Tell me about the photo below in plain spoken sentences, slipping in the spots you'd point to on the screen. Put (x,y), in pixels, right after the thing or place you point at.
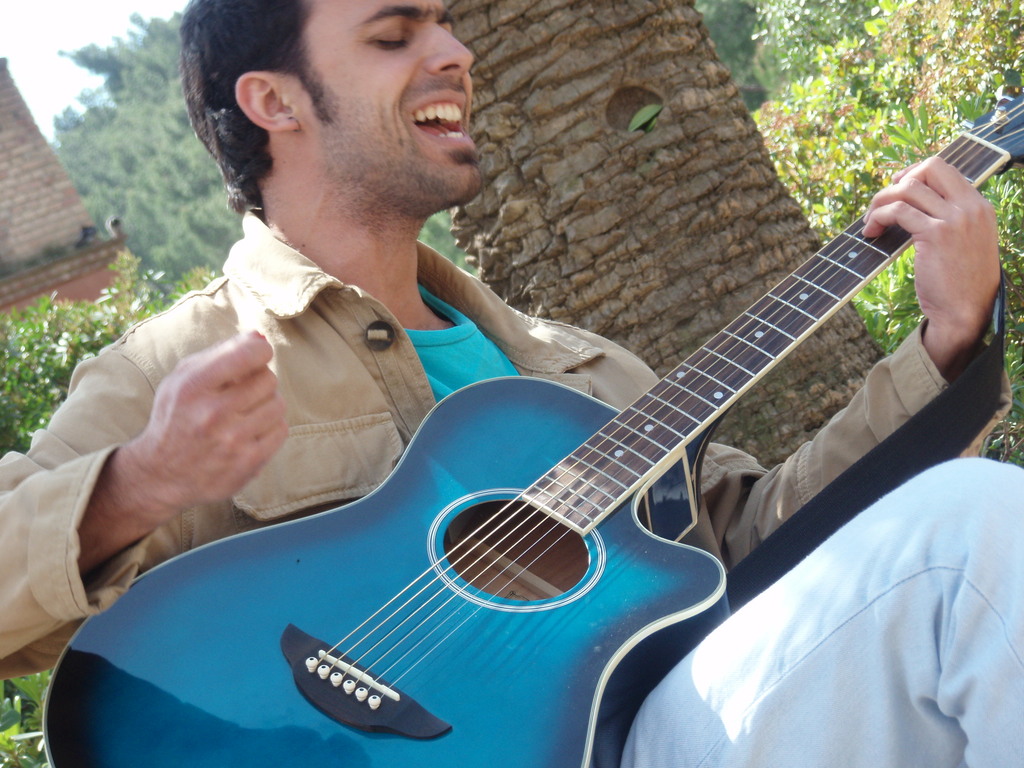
Here we can see a man (384,325) is sitting and singing and holding a guitar (511,508) in his hands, and at back (619,48) there is the tree (654,148).
